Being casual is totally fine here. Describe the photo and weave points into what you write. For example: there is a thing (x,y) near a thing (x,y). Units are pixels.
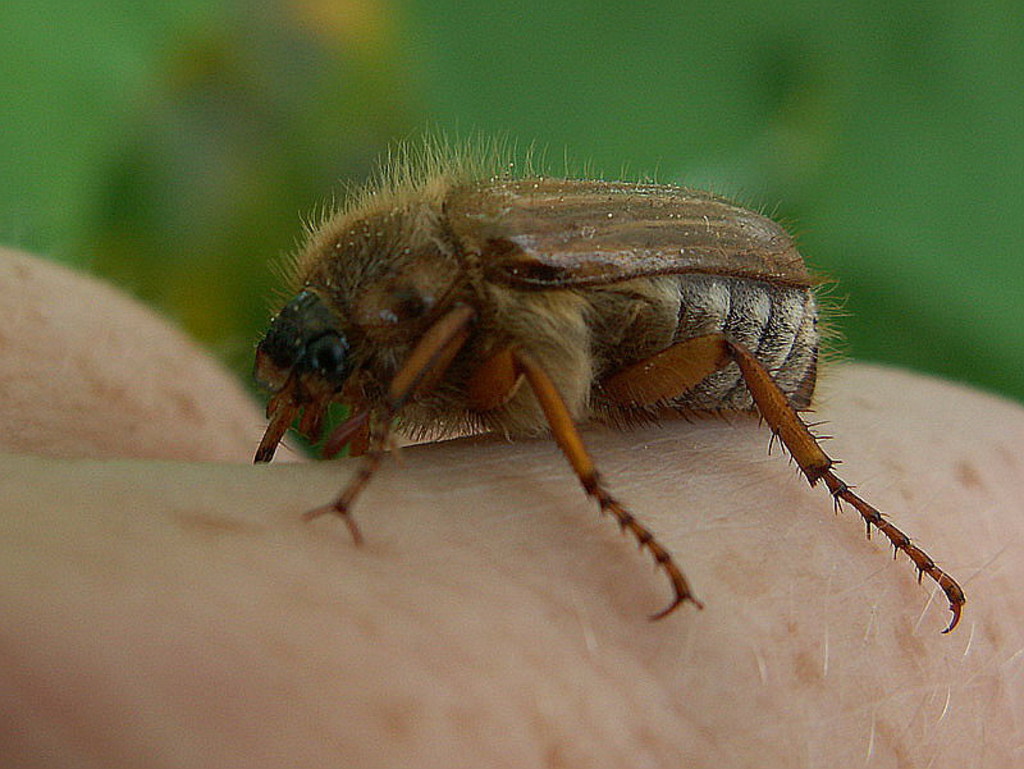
In this image we can see an insect (517,411) on a hand (668,430) of a person (711,499).
